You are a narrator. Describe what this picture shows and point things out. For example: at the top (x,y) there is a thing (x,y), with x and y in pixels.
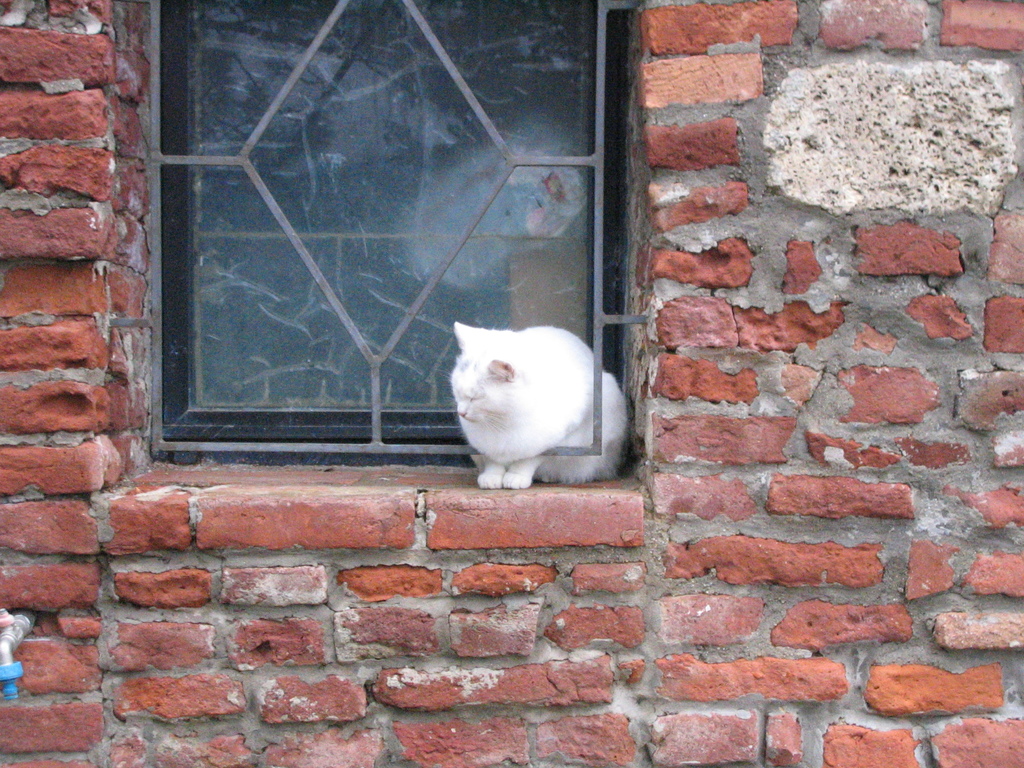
In the center of the image (564,506) there is a brick wall (250,714), window (456,194), one tap (20,634) and one cat (487,452), which is in white color.
